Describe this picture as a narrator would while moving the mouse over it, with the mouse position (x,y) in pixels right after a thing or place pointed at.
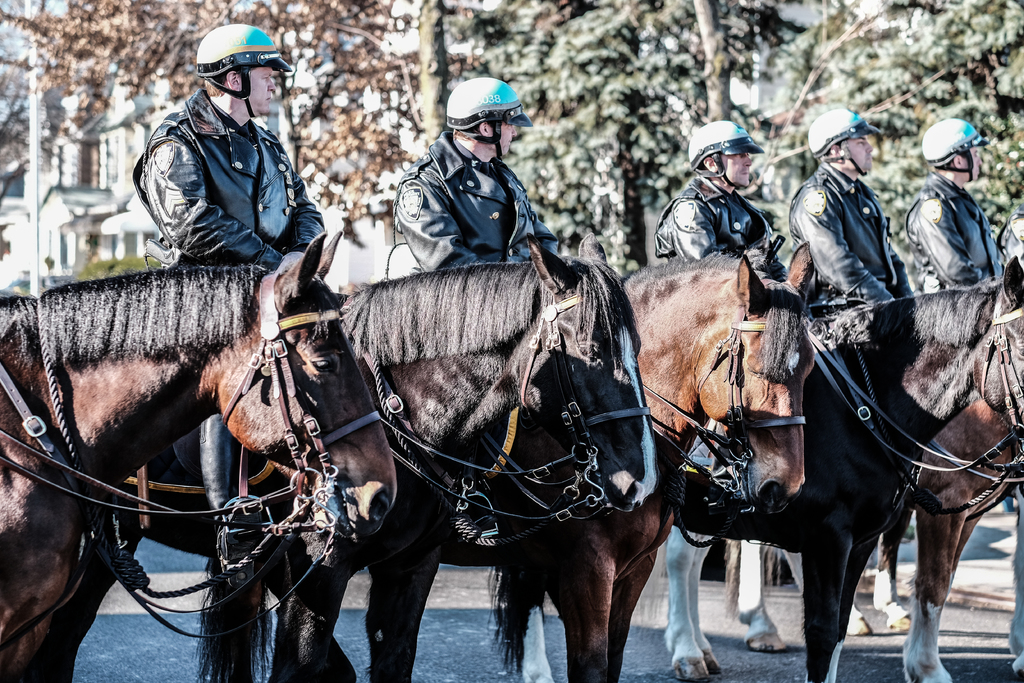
In this image we can see men (453,262) sitting on the horses (264,401) and wearing helmets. In the background (126,154) there are buildings (97,176), poles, bushes (108,263) and trees (571,38).
